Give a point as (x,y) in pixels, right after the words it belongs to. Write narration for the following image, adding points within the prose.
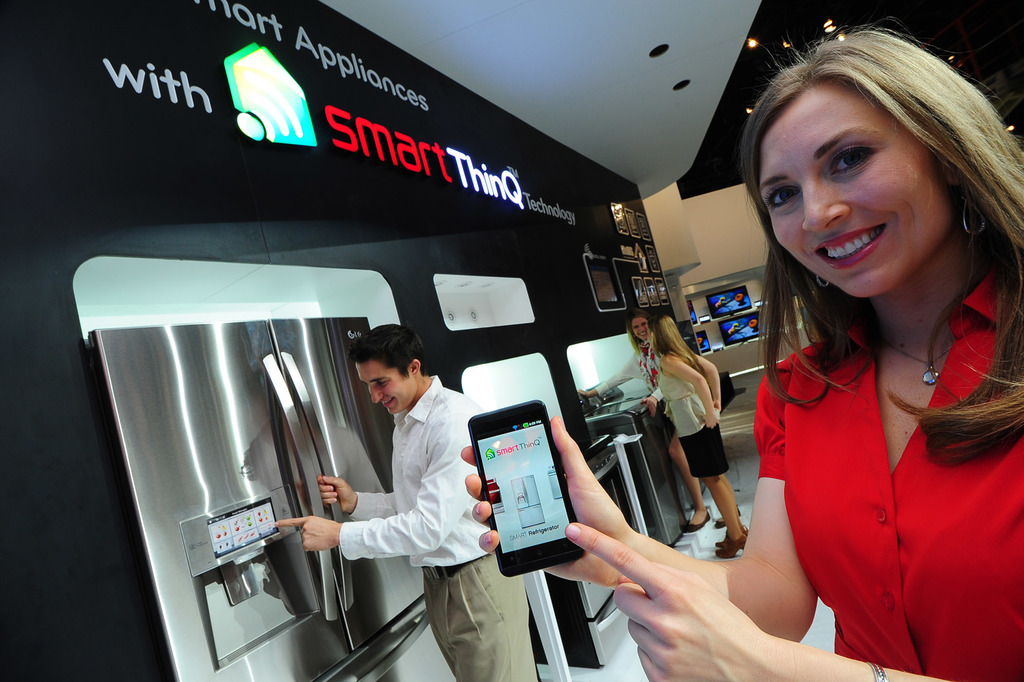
In this image we can see a woman (864,218) showing a smartphone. In the background (688,394) there are people (645,387), screens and washing machines (646,455). A man (377,522) holding the handle (309,456) of the refrigerator (348,473). There are ceiling lights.
